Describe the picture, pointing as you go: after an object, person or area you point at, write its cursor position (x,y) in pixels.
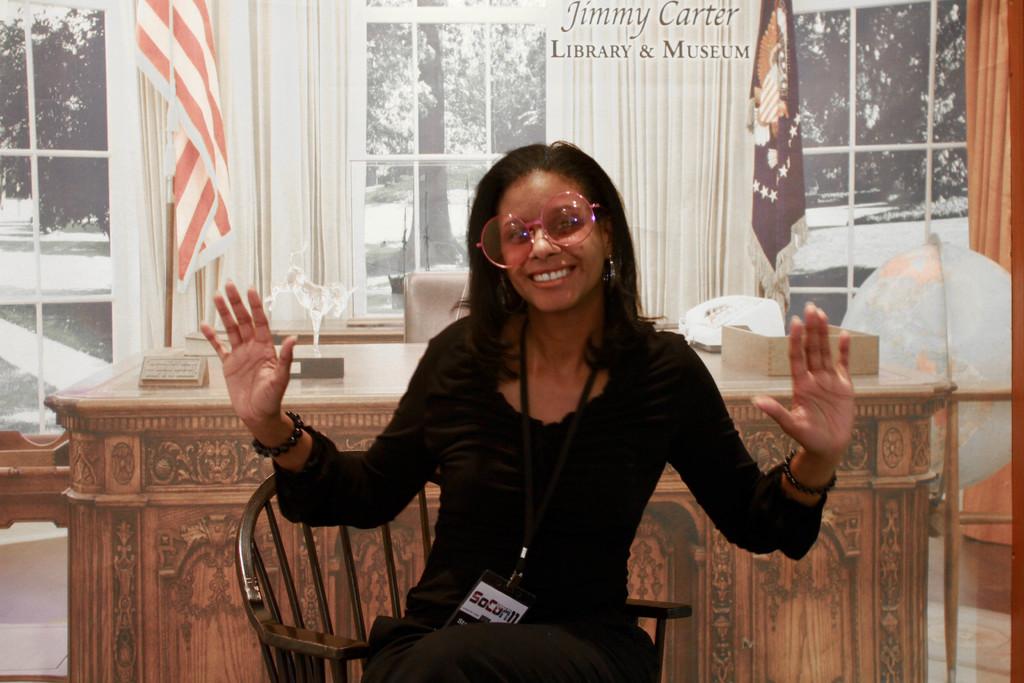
This image is taken inside a library (256,100). In the middle of the image (471,361) a woman (623,632) is sitting on the chair (423,549) wearing goggles (553,231). In the background (55,80) there is a wall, glass windows (69,192), flag (189,148) and a text (648,52) written as "jimmy carter library and museum and there is a globe (937,369), there is a table (160,404) with few things (340,367) on it.
